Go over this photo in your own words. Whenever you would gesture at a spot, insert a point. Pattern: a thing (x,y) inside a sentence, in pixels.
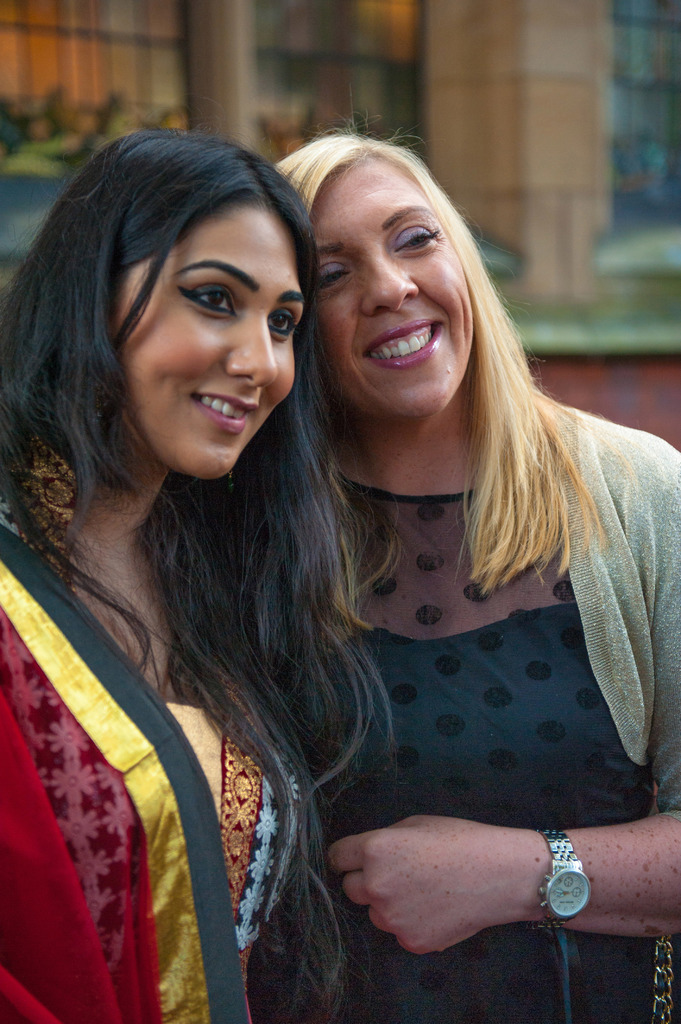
In this image I can see two people (332,470). In the background (536,111), I can see the wall (577,133).
